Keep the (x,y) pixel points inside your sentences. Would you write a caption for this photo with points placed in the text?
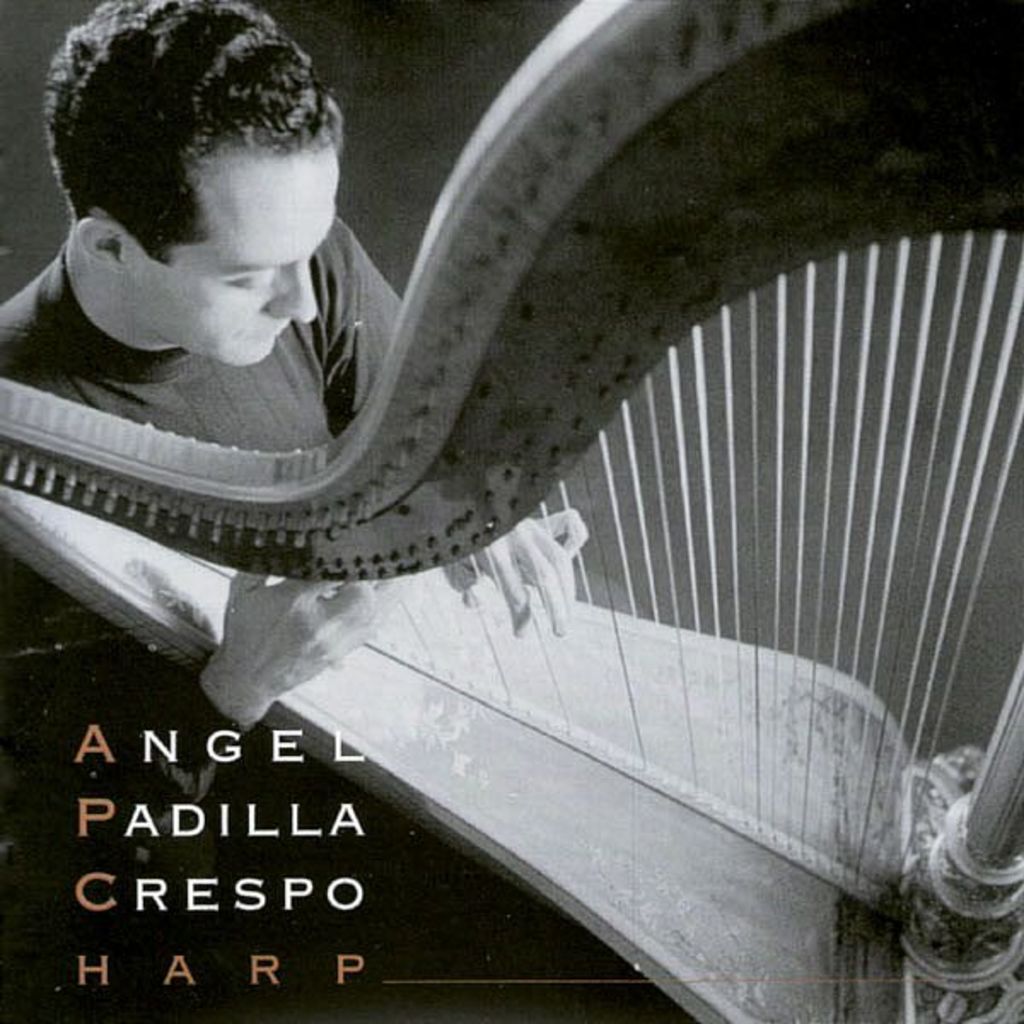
This is a black and white image, we can see a person (272,435) playing a musical instrument (652,674). We can also see some text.
